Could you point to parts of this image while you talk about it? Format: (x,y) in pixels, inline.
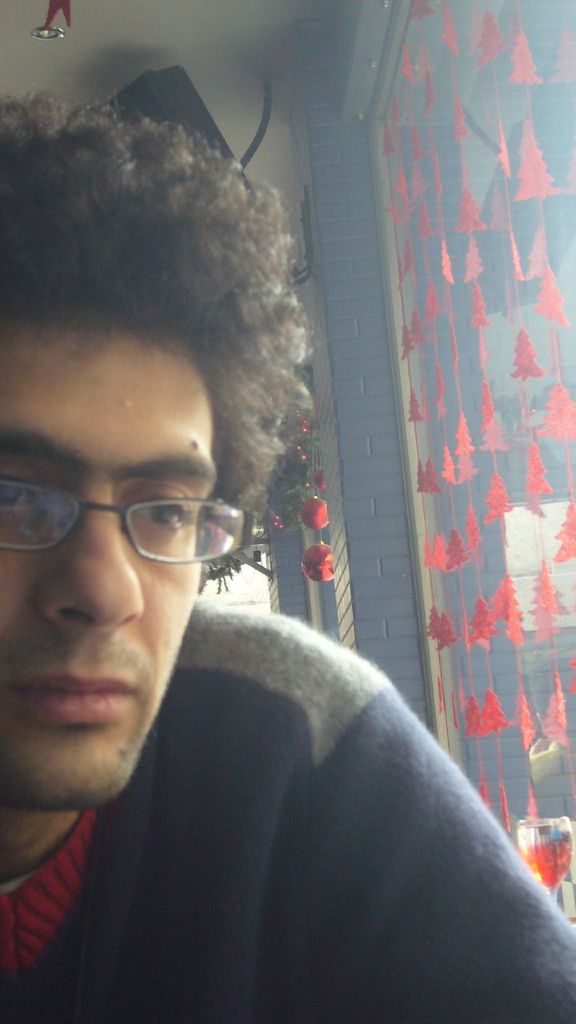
In the foreground of this image (159,785), there is a man (147,865) wearing sweater (234,935) and the spectacles (138,516). In the background (465,436), there are few papers decorations (463,446) to the glass wall (475,390) and also hanging to the ceiling (127,21) and on the top (133,30), there is ceiling (120,30) and a black object (136,107).
